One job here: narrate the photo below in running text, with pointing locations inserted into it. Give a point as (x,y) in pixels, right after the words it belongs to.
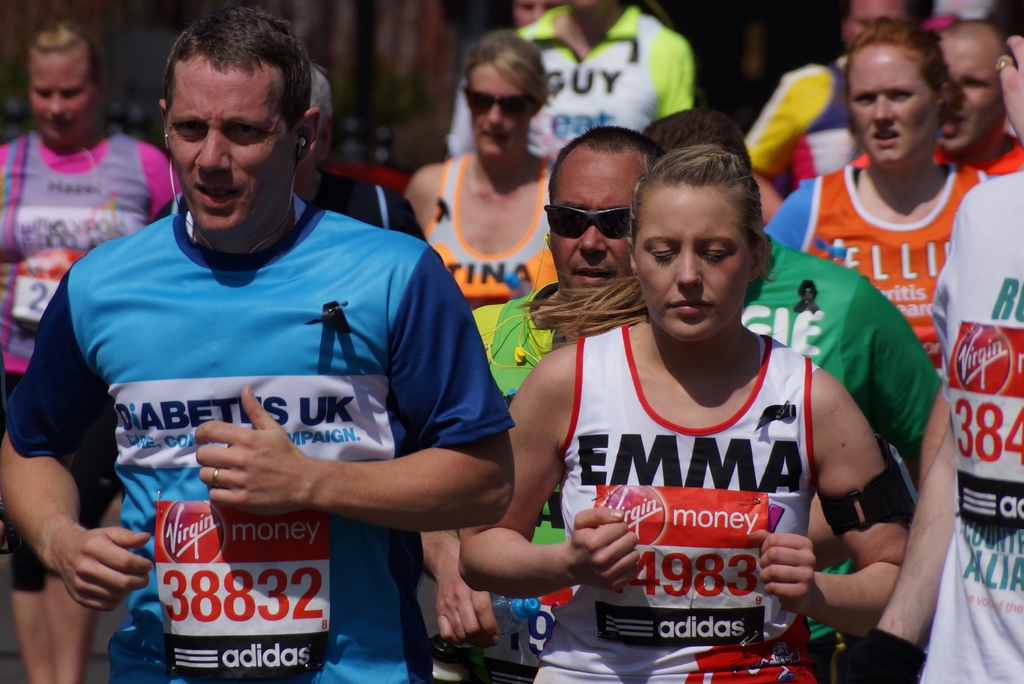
In this picture I can see there are few people (163,321) jogging and the person (301,469) at left (234,377) is wearing a blue jersey (296,421) and the person (474,545) next to him is wearing a white jersey (762,463) and there are few more people (888,318) running in the backdrop (25,190), they are wearing different colors of jerseys (78,189) lime green, yellow, orange, pink and they are jogging.
